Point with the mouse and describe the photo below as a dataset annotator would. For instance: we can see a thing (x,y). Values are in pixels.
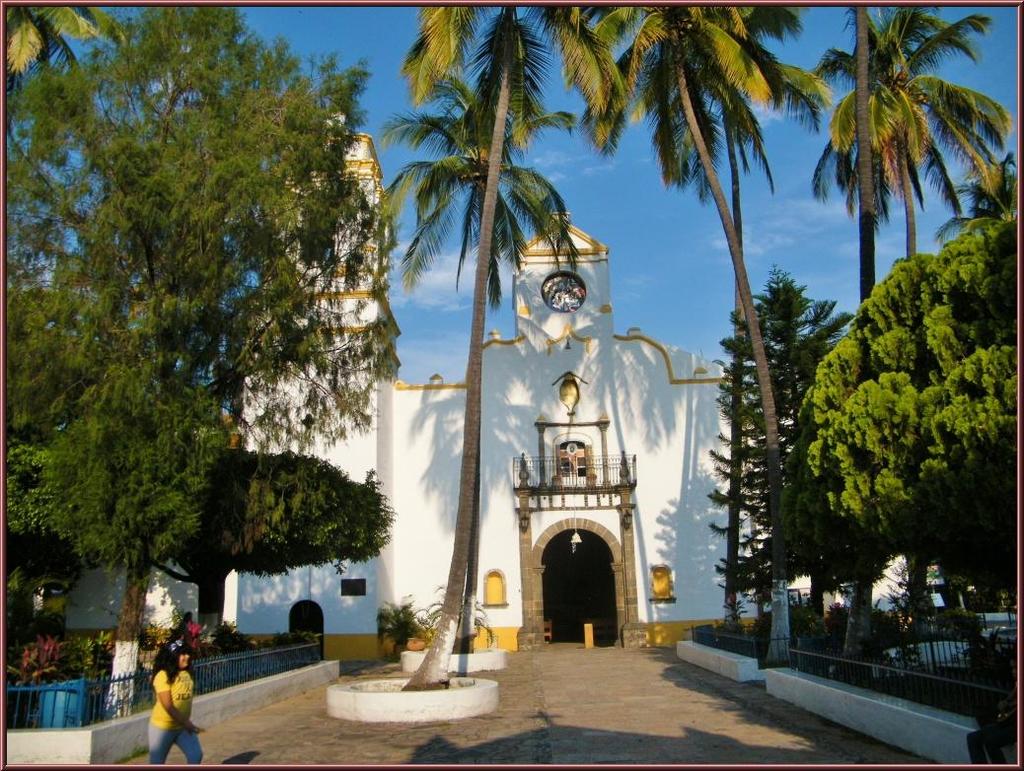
In this image, there is a building (672,388) which is colored white. There trees (250,544) on the left (247,437) and on the right side of the image (908,396). There is a person (169,700) on the bottom left of the image (187,707) wearing clothes (184,696). In the background of the image (425,337), there is a sky (658,256).
